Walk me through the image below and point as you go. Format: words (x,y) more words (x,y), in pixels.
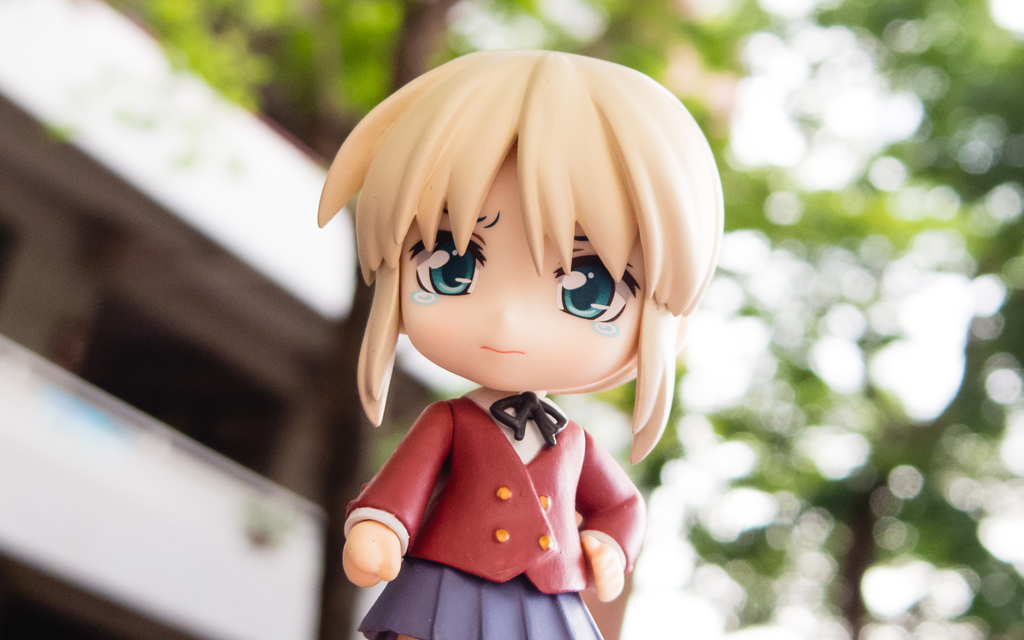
In the picture I can see a toy (483,402) in the shape of a girl (491,496). The background of the image (804,484) is blurred.
